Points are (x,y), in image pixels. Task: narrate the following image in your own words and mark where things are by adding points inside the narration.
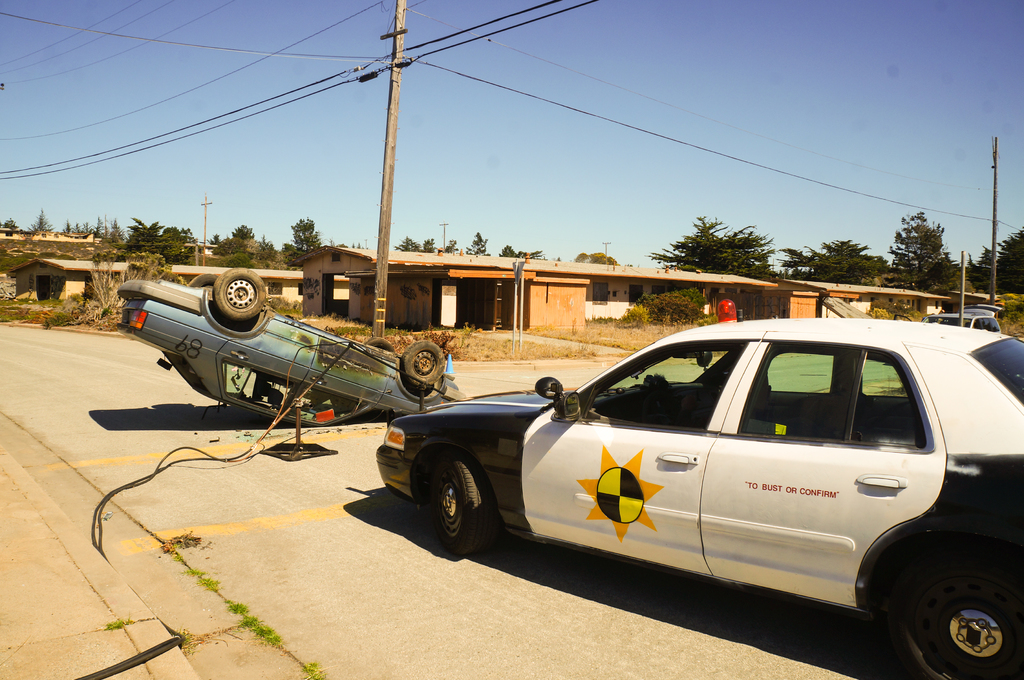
This picture is clicked outside. On the right (945,359) we can see a white color car (695,392) parked on the ground (617,665). On the left (260,389) we can see another car (262,353) lying on the ground (205,442) and we can see a pole (394,38), cables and some houses (628,271) and we can see the plants (113,314) and grass (496,338) and some other objects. In the background (621,108) we can see the sky (677,56), poles (961,254) and trees (140,233).
